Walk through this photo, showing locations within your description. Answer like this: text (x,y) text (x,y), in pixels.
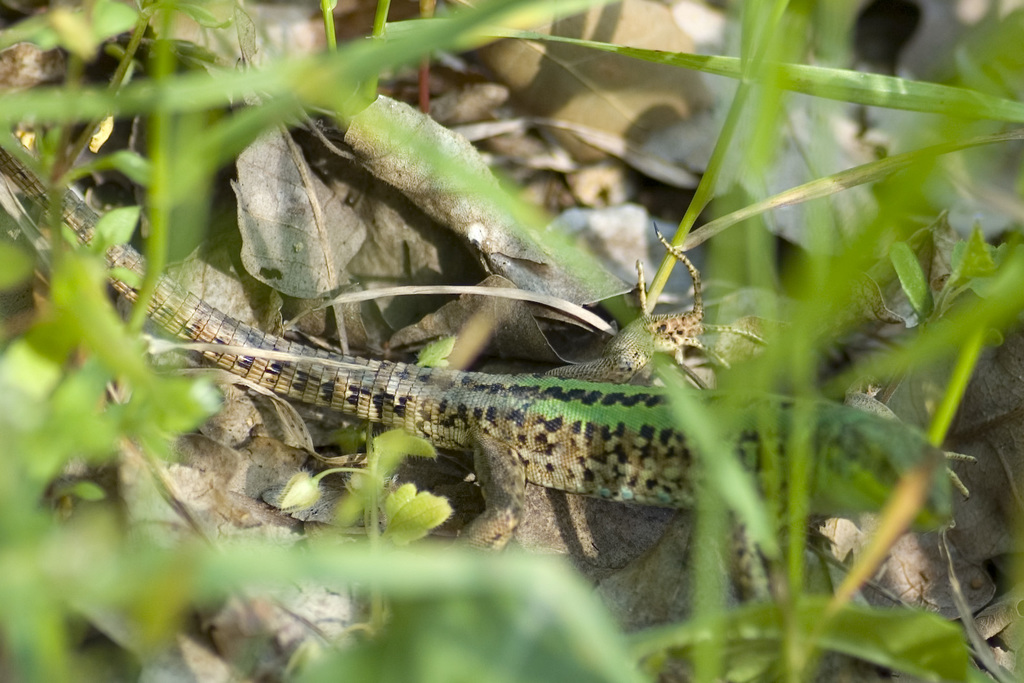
In this image we can see a lizard (359,413), there are some plants (382,439) and leaves (672,295) on the ground (452,454).
